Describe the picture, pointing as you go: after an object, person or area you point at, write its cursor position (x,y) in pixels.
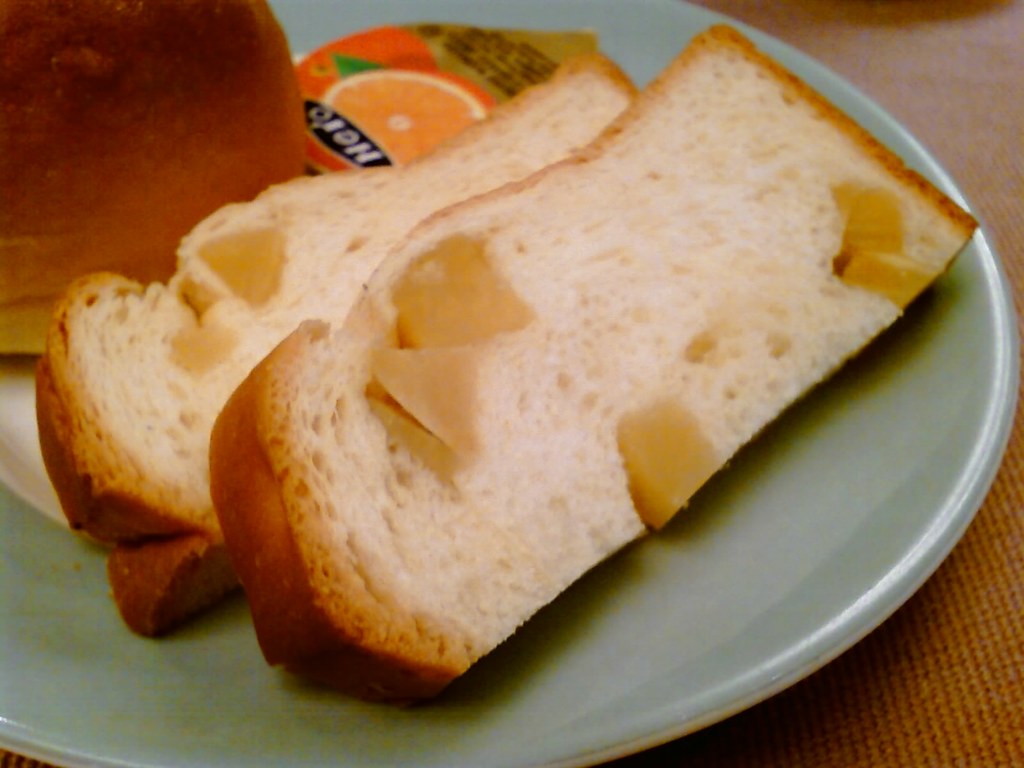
In this image, we can see bread slices (535,284) in the plate (671,619).
